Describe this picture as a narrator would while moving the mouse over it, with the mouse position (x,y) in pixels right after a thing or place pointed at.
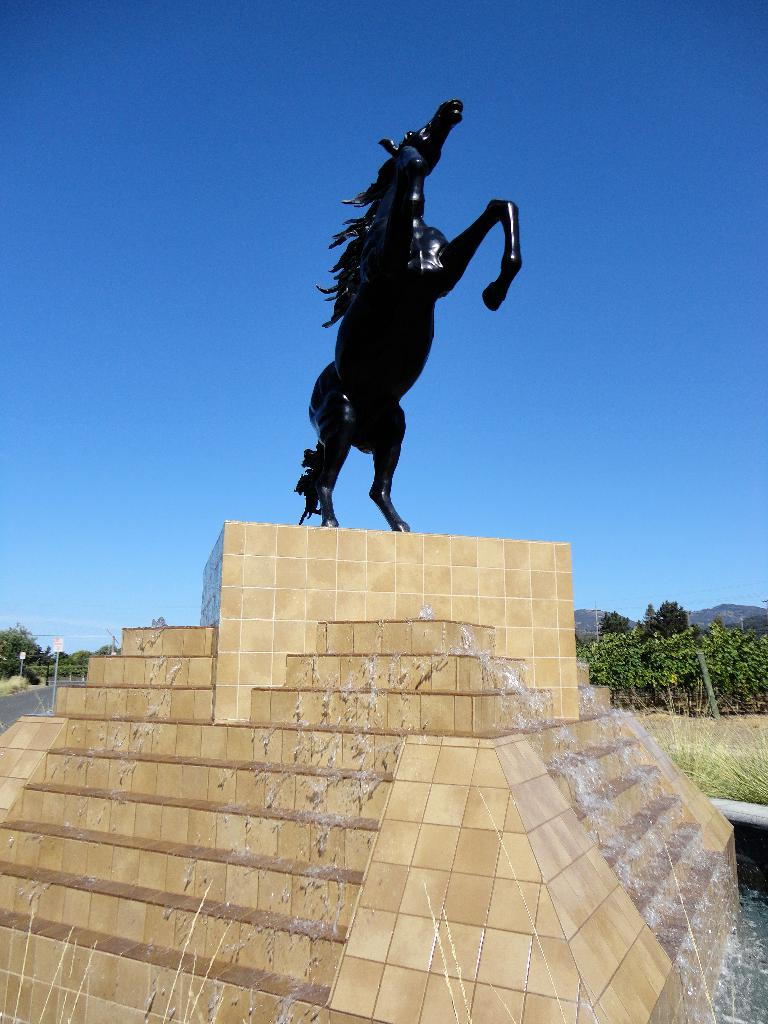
In this image we can see a statue of a horse (378,383) placed on the water fountain (516,695). In the background (634,649), we can see a group of trees (703,632), mountains (727,615) and the sky (627,341).
